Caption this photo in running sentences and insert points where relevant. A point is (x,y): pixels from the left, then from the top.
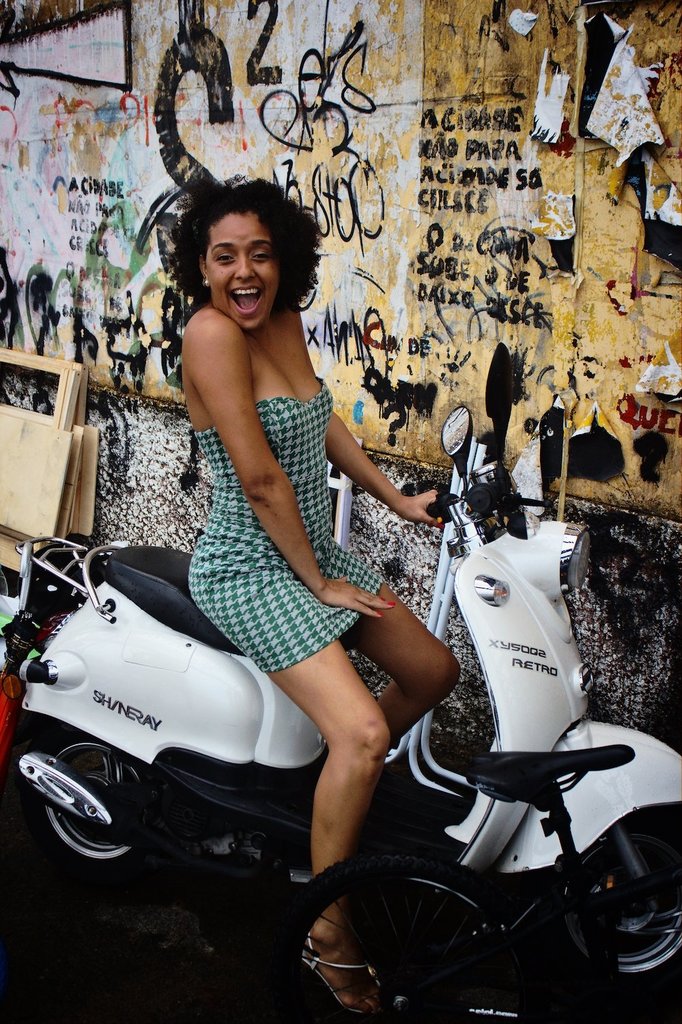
This picture shows a woman (277,604) sitting on the bike (242,735) and smiling. In the background (12,297) there is a wall (344,125).
